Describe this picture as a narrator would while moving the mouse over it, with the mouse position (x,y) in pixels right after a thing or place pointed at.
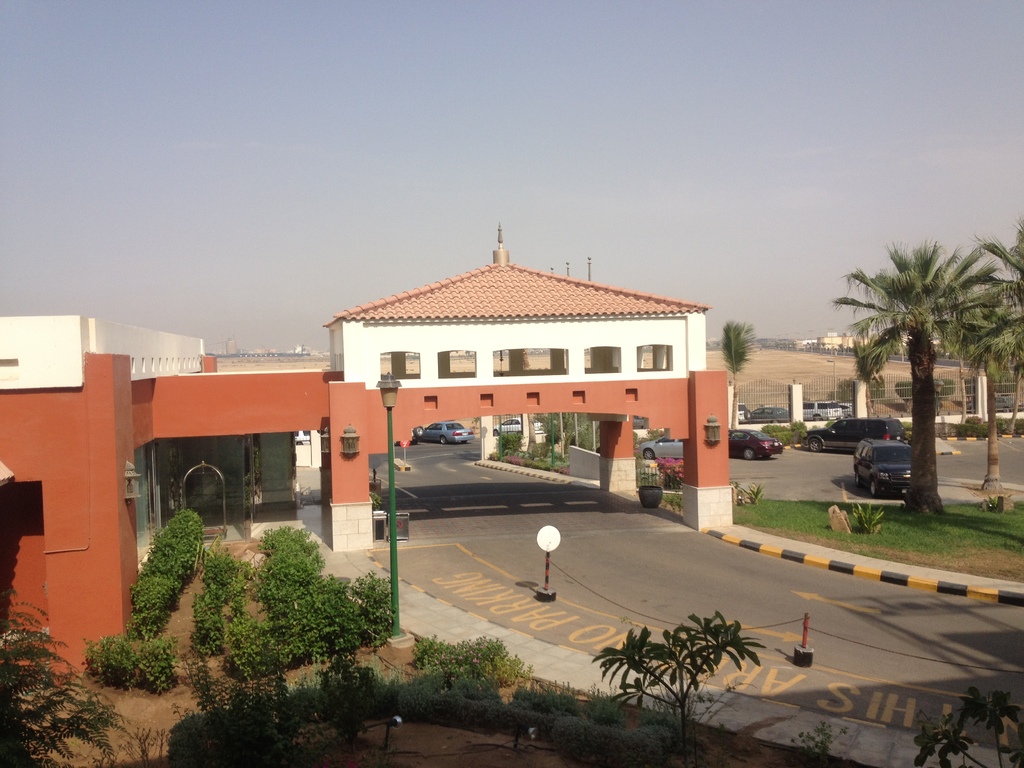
In this picture, we can see a few buildings (716,504), road (577,570), a few vehicles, ground (365,741) with trees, plants (228,627), and grass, we can see poles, lights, and we can see the sky (591,216), fencing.
